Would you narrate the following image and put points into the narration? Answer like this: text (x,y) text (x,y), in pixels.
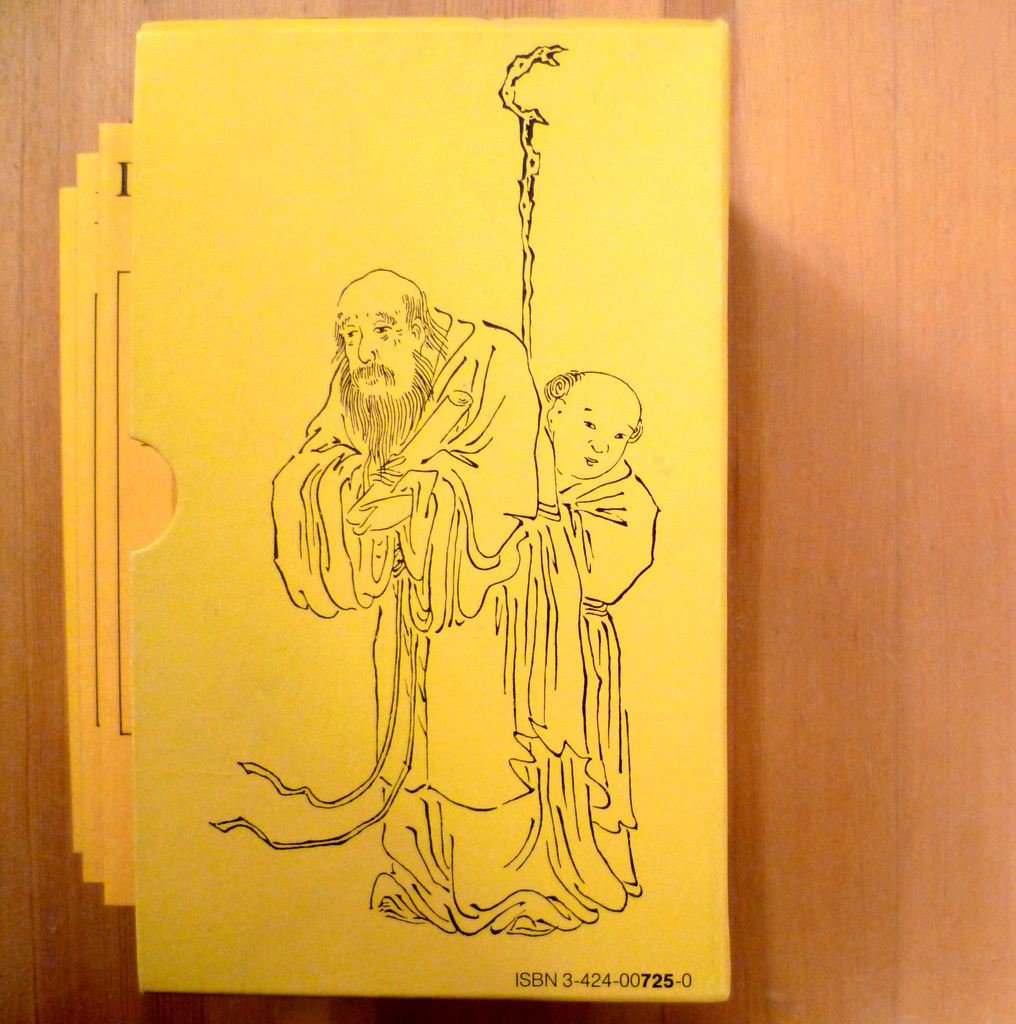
This picture looks like a envelope (319,421) and I can see few cards (99,628) in it and I can see picture (470,896) on the envelope (556,333) and looks like a table (844,67) in the background (768,291).
